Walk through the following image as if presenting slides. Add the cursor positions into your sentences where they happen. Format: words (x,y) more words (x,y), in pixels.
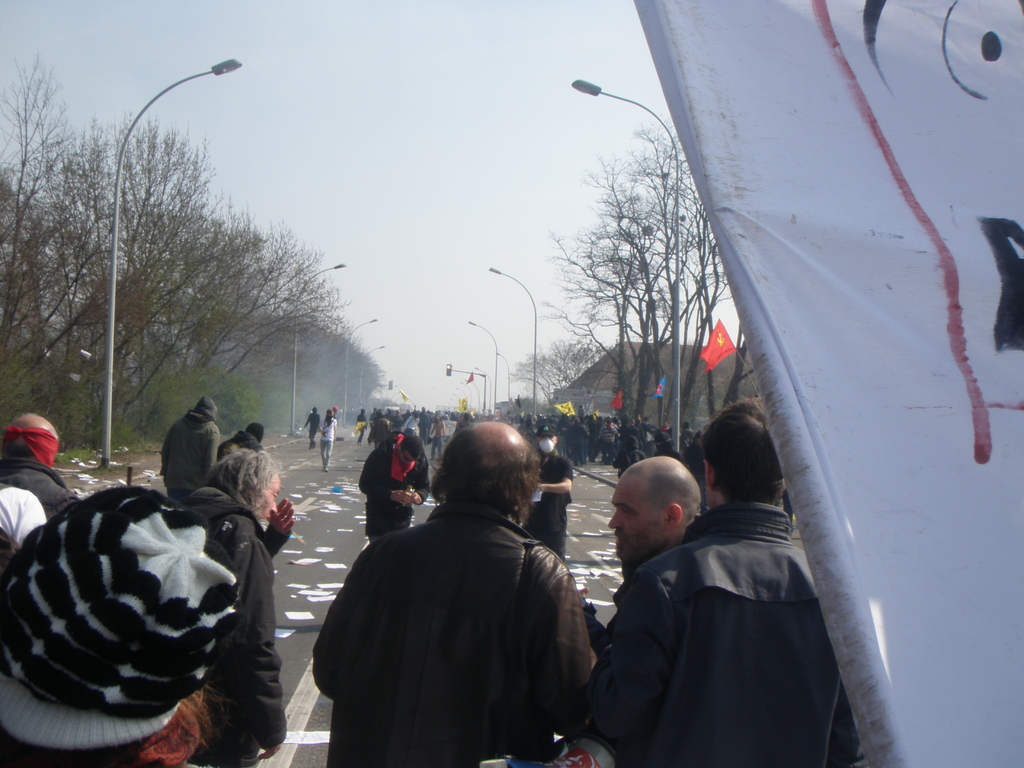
In this image there is a road (329,513) on which there are so many papers (298,552) on it. There are few people (400,434) walking on the road (331,475). On the right side (816,320) there is a banner (835,379). There are light poles (678,388) on the footpath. At the bottom (406,551) there are few people (433,578) talking with each other. There are trees (166,272) on either side of the road (606,503). There are few flags (660,386) on the footpath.
